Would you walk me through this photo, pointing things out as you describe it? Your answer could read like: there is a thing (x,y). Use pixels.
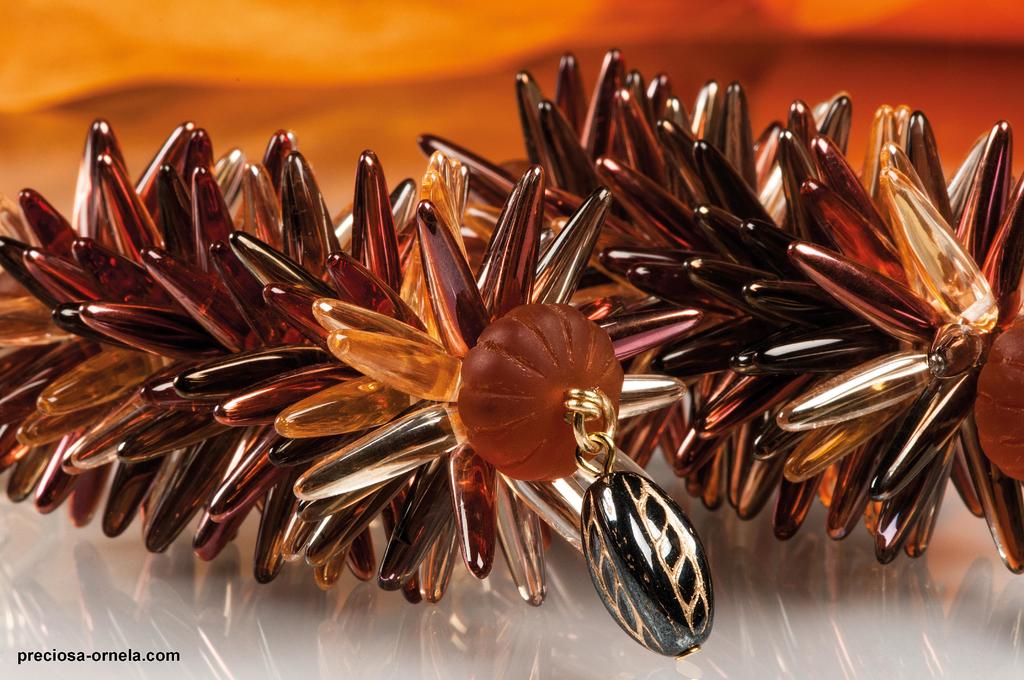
In this image, I can see a bracelet (513,352) on an object (452,649). There is a blurred background (796,48). At the bottom left corner of the image (181,649), I can see a watermark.
